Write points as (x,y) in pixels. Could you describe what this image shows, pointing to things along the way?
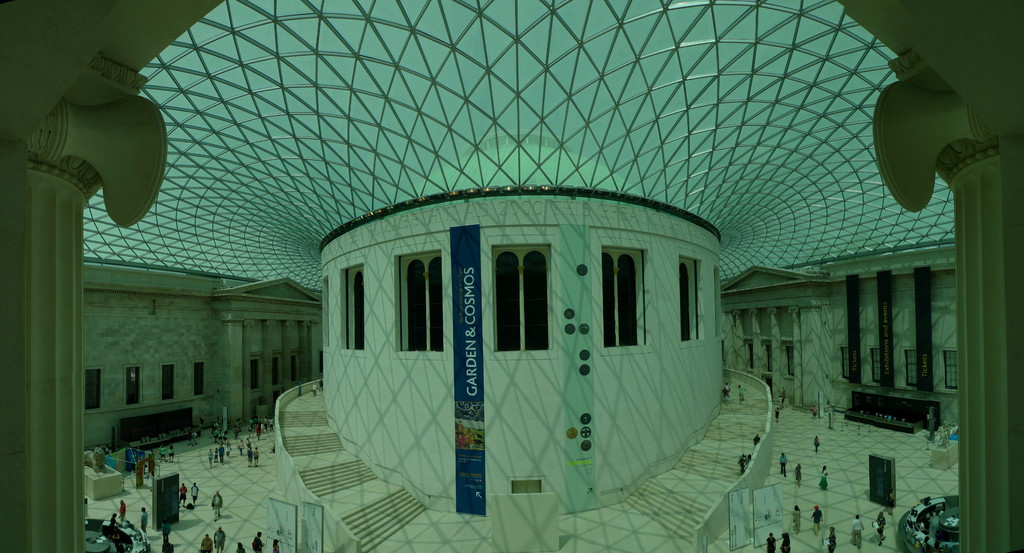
In this picture we can see an inside view of a building (423,276), banner (479,473), windows (423,343), steps (306,455), pillars (285,374), some objects (172,432) and a group of people (263,551) are on the floor (824,516).
